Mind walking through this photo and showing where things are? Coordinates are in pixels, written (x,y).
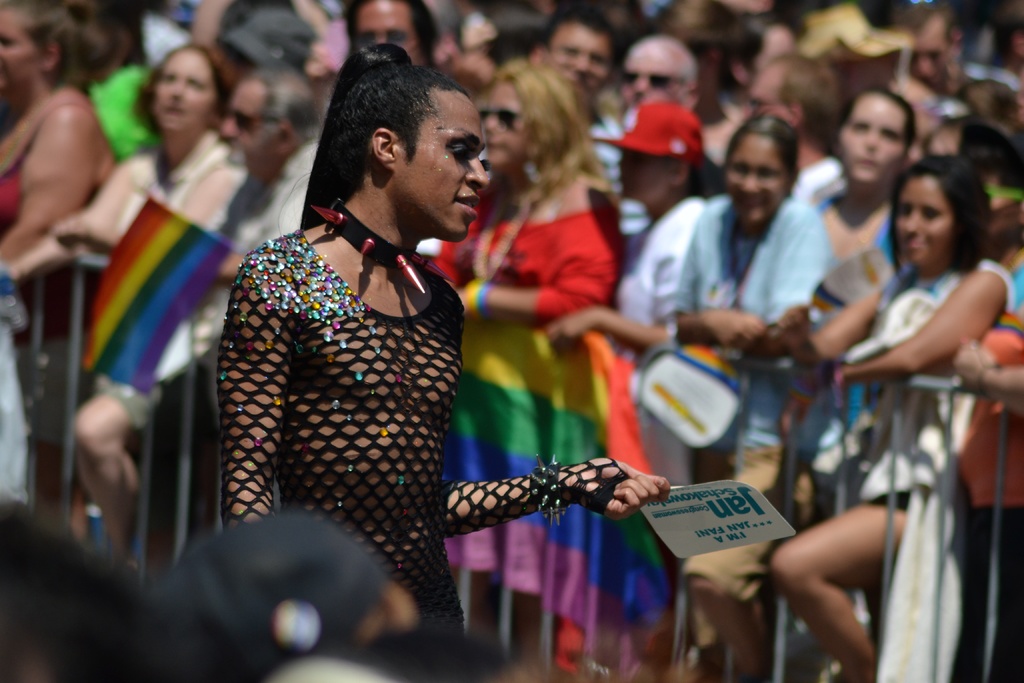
There is a person (348,394) standing and holding a board (721,482). In the background (822,406) we can see people (217,202), fence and flags (506,422).
